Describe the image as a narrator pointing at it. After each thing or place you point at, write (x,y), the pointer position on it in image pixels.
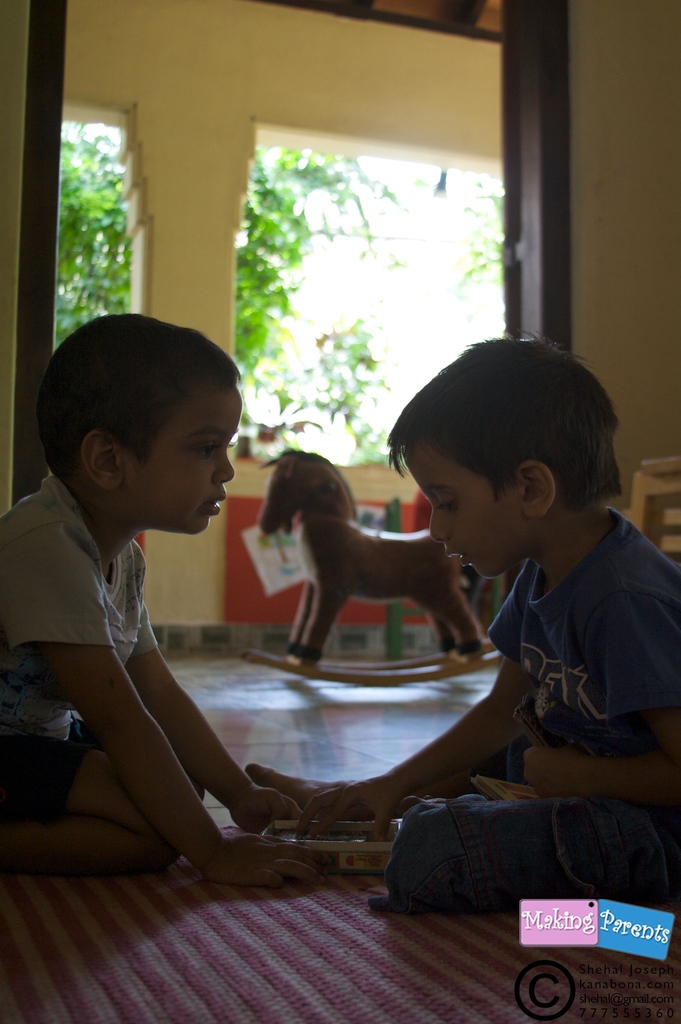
On the bottom right (620,902), there is a watermark (618,903). On the right side (670,611), there is a person (661,796) in a T-shirt (637,614), holding an object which is in a box (276,825). This box (393,829) is on a mat (350,920). On the left side (38,843), there is a child (62,551), kneeling down on the mat (100,995) and holding this box (383,863). In the background (495,69), there is a yellow wall color (485,69), there are trees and there are other objects (674,466).
